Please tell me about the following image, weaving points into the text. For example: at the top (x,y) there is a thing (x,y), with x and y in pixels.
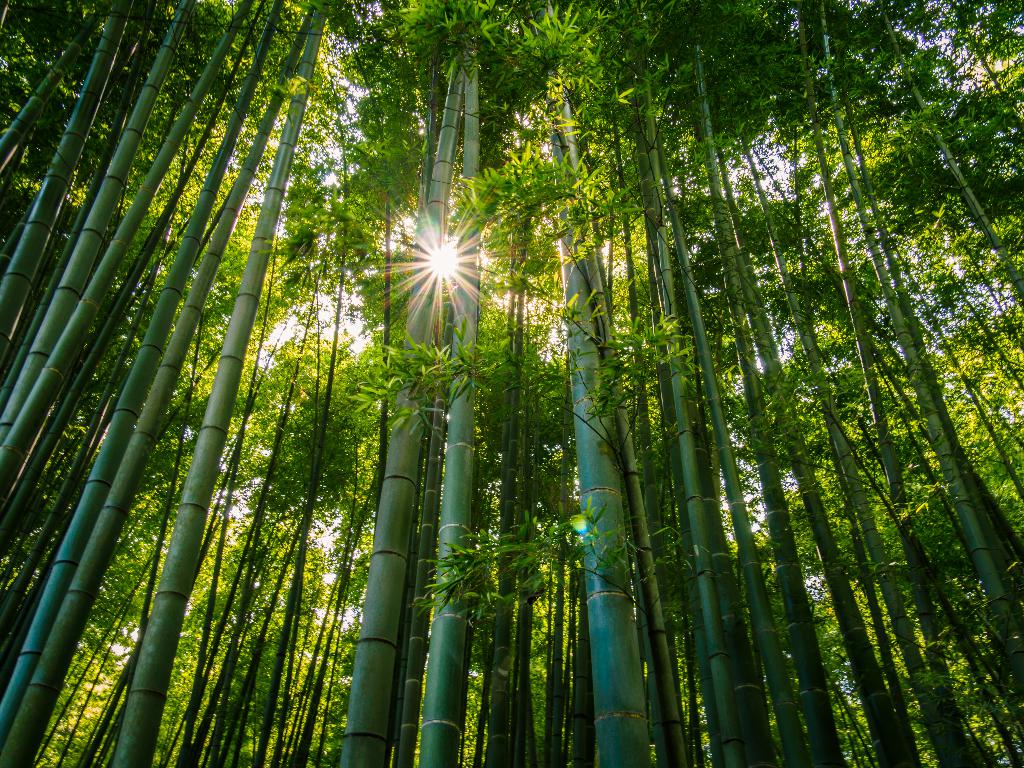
In this image we can see bamboo trees (422,370), sun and the sky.
